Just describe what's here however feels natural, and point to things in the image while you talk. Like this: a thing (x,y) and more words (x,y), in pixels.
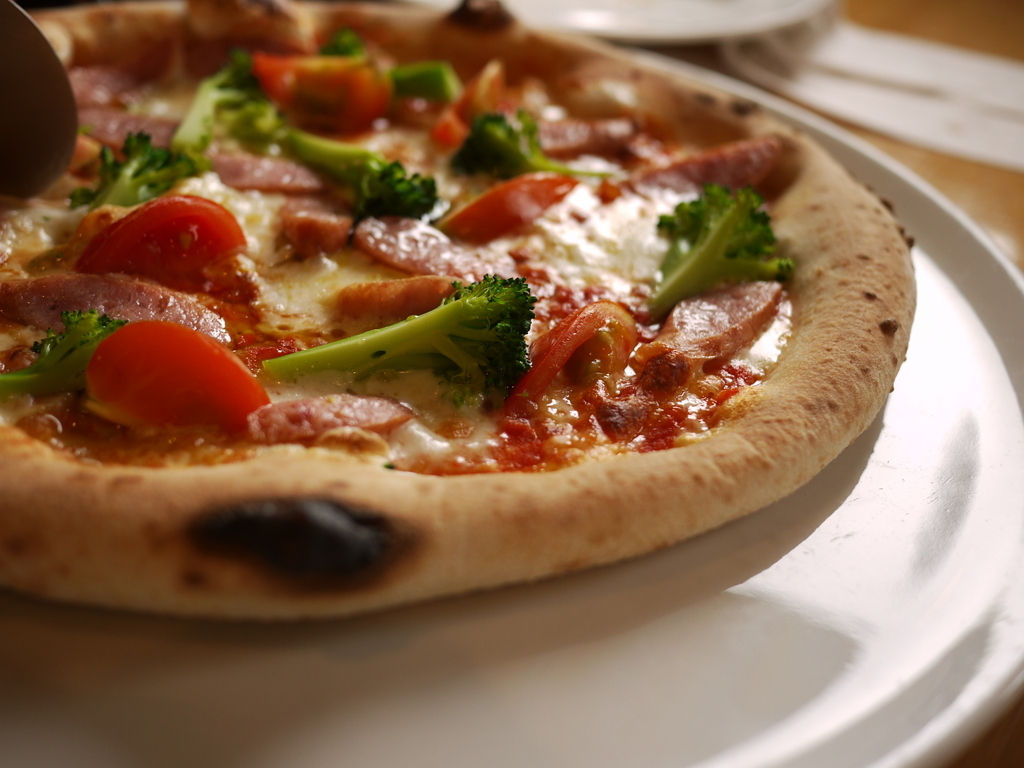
In the foreground of this image (634,605), there is a pizza (503,380) on a white platter (782,545). On the top (826,35), there is a white object (841,56) on a wooden surface (987,197).
